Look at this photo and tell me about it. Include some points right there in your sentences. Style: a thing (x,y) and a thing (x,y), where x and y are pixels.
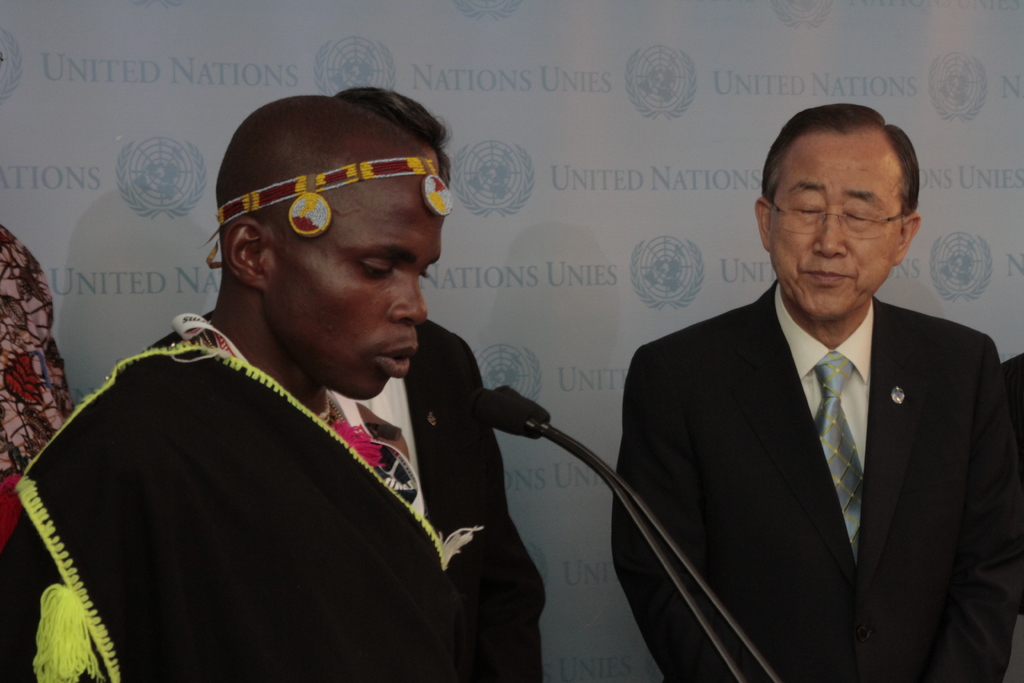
This picture might be taken inside a conference hall (686,564). In this image, on the left side (286,398), we can see a person (295,422) wearing a black color dress (150,574) is standing in front of a microphone (720,645). On the right side (813,457), we can see a man (852,381) wearing black color suit (979,508) is standing. In the background (61,347), we can see few people (23,319) and a hoarding (684,232) on which some text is written on it.
